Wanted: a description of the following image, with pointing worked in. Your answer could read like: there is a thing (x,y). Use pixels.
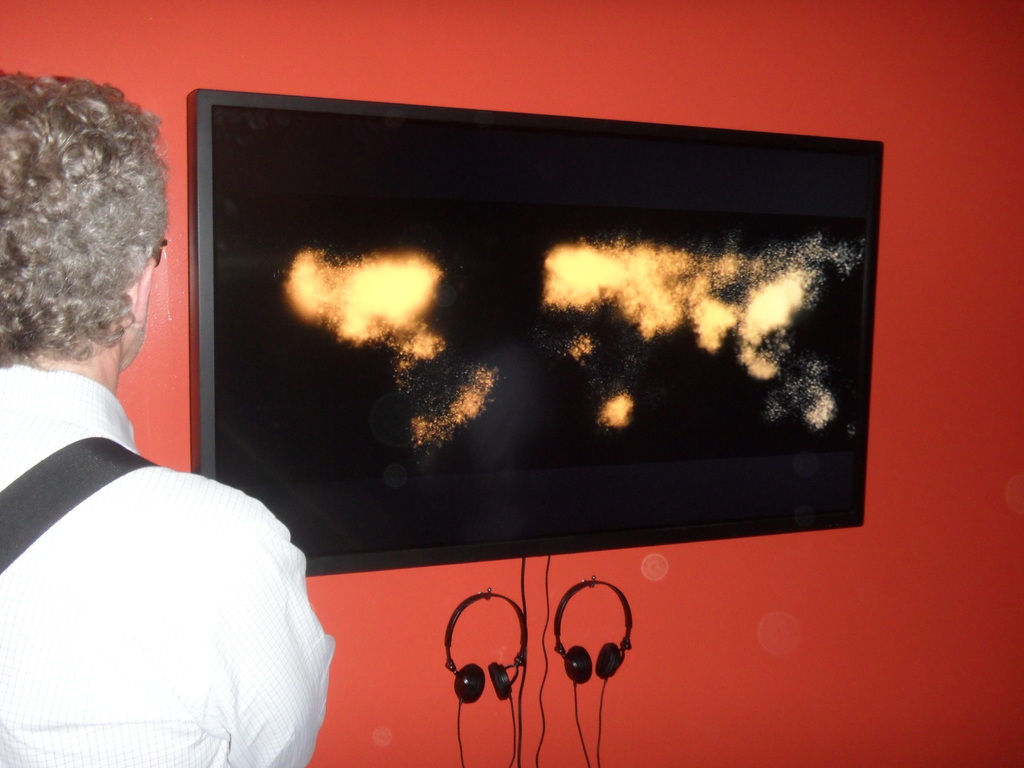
In this picture I can see a person (61,422) on the left side (68,411). I can see the screen (560,298) on the wall (553,97). I can see the headphones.
